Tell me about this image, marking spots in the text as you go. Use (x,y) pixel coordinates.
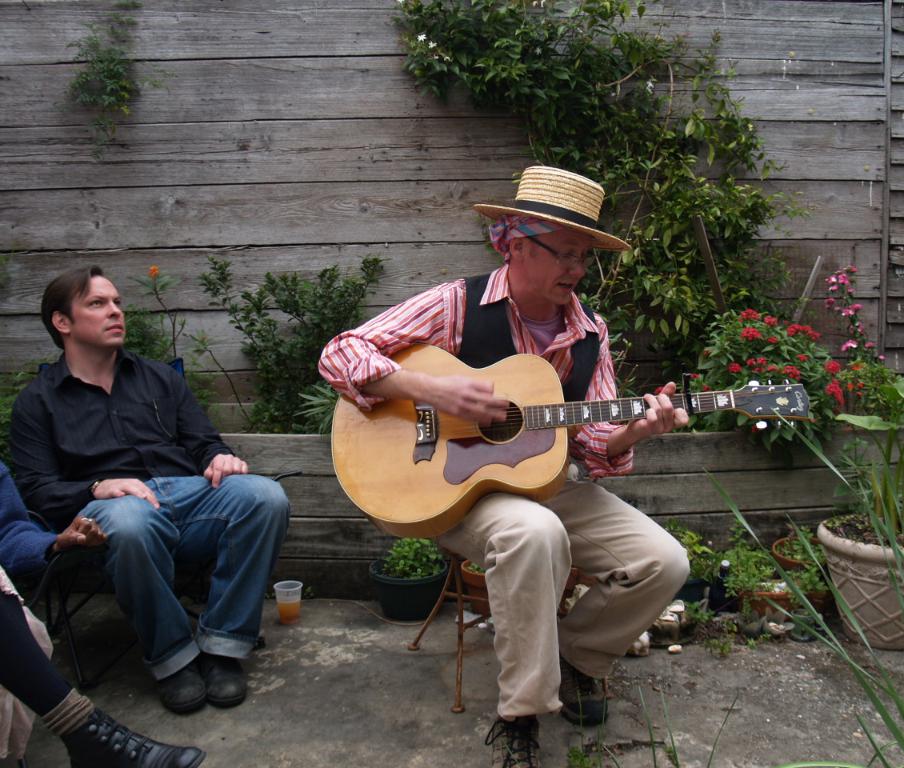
These persons (48,480) are sitting on the chairs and this person (665,419) playing guitar (557,431) and wear hat (584,198), glasses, behind these persons (379,373) we can see wooden wall (311,121), plants (745,568), flowers (856,369), pot (887,562).
